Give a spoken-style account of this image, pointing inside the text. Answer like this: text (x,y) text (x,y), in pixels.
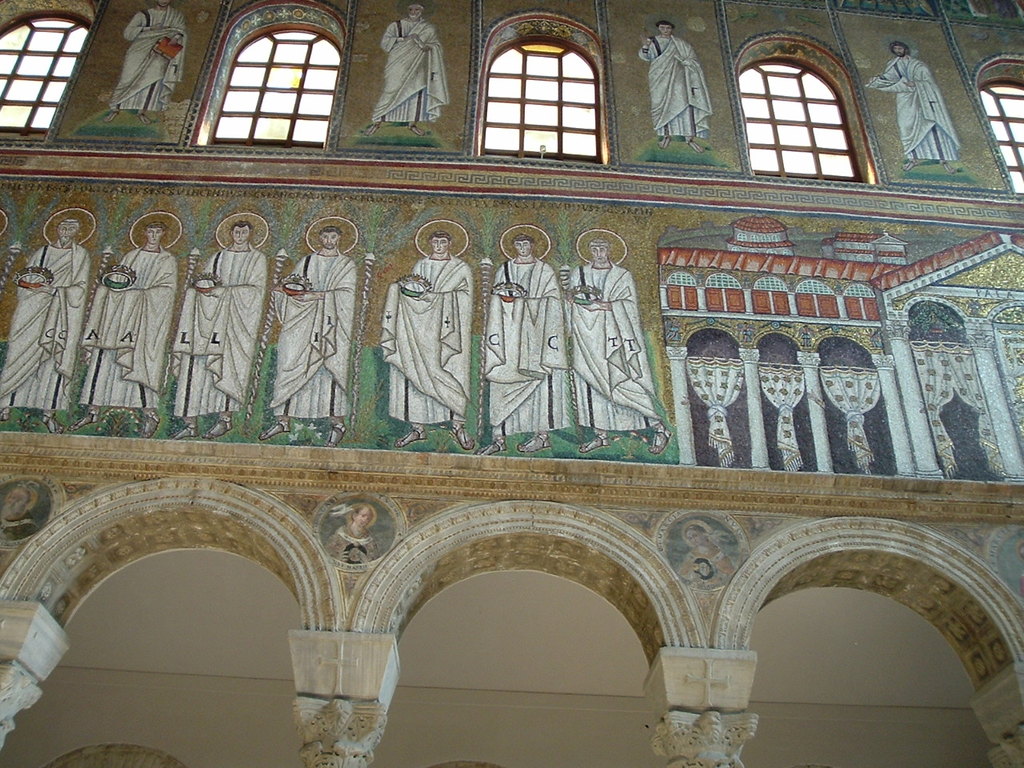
There are arches (302,569) at the bottom side of the image (605,529), painting (525,306) on the wall (145,14) and windows (259,42) at the top side (444,148).
